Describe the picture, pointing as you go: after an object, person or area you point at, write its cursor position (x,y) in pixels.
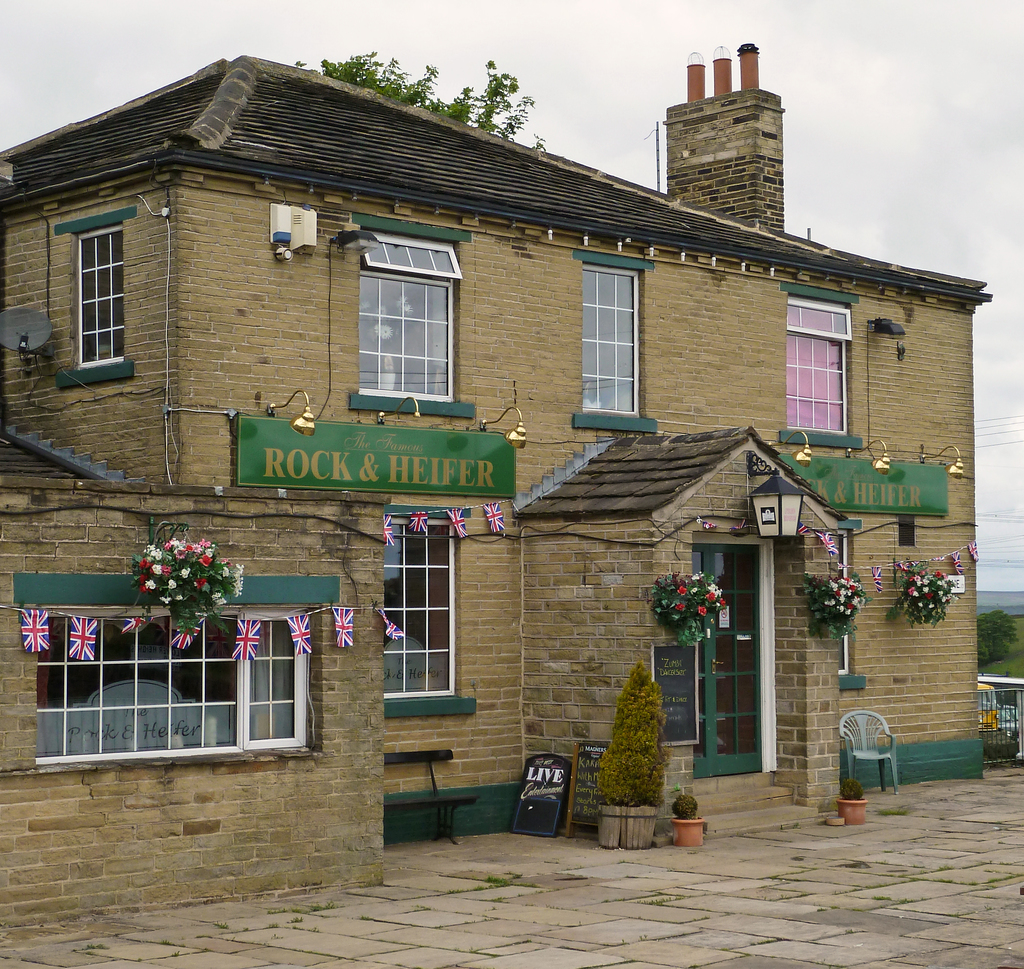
In this image I can see the house (174,336) and I can see few flowers (191,550) in red, white and pink color. I can also see few glass windows (156,655), a chair (866,738), plants (202,574) and trees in green color and the sky (833,103) is in white color.
